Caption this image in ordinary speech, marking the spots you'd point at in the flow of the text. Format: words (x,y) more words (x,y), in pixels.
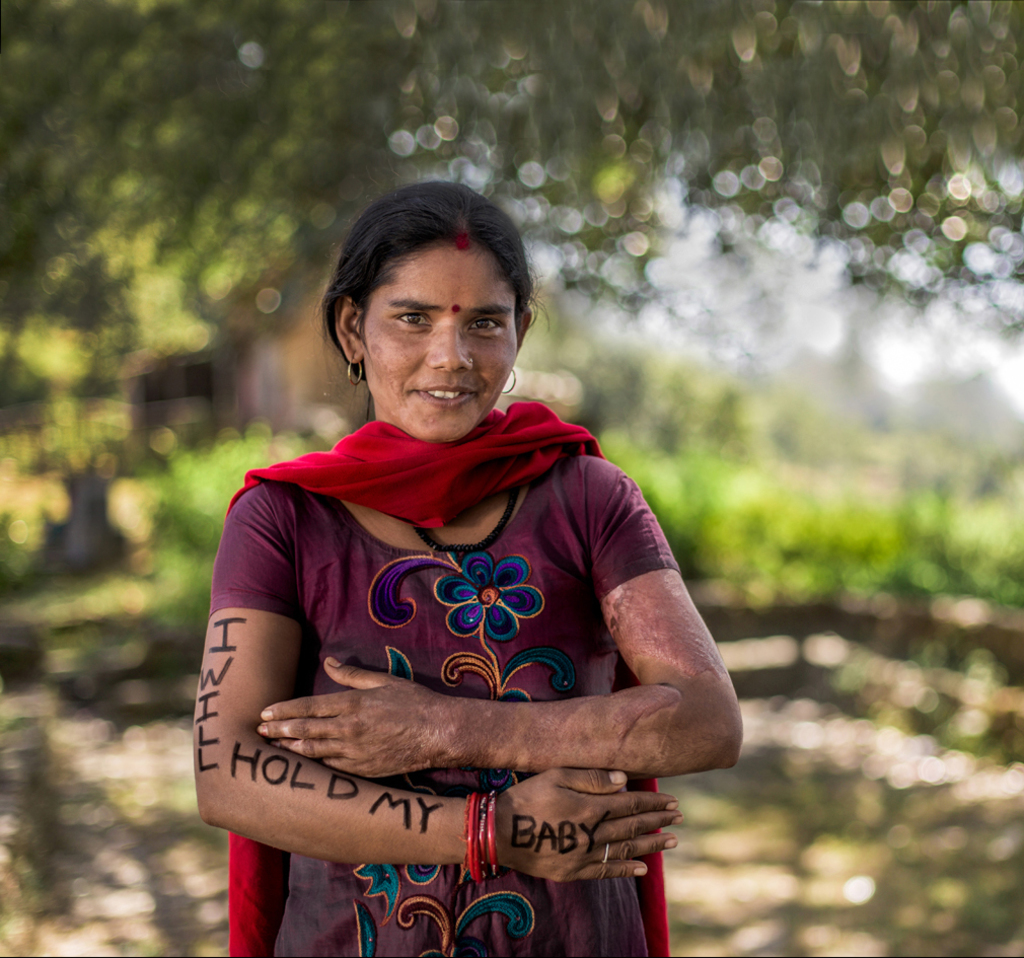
In the foreground of this image (425,807), there is a woman (467,634) with some text (330,791) on her hand (322,836). In the background (564,116), there is greenery (343,184) and the image is blur.
